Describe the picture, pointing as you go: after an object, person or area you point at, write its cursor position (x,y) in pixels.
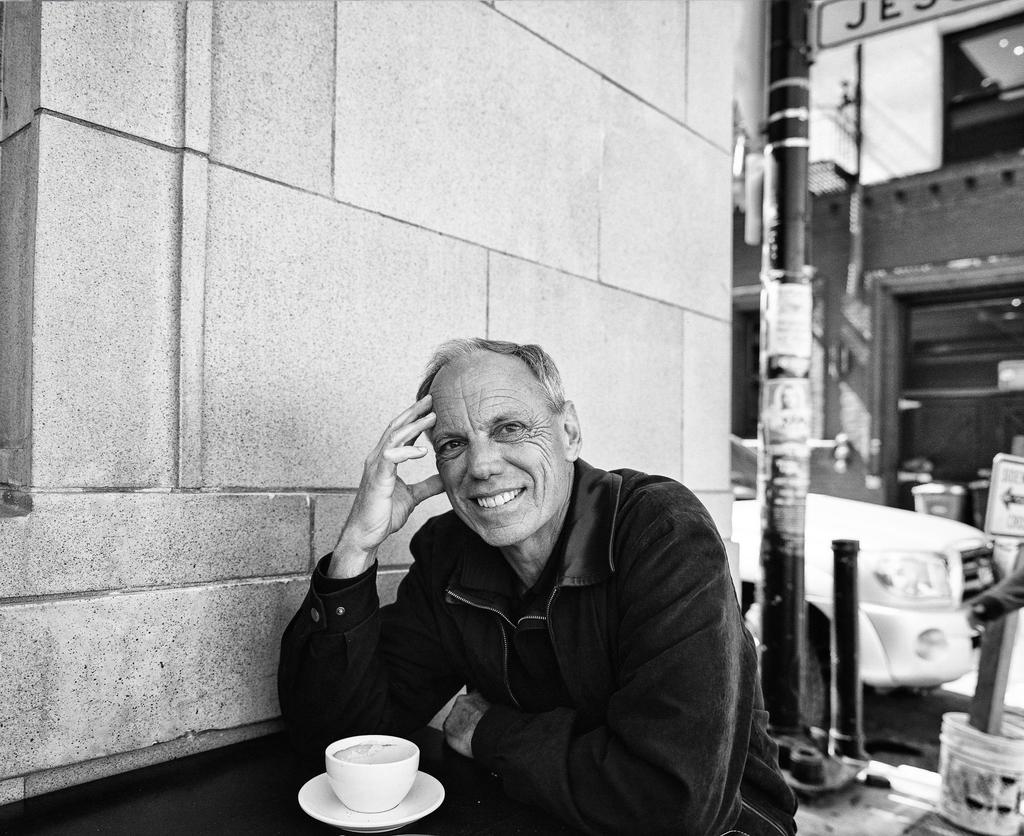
This is a black and white image. In the center of the image (571,475) we can see a man (618,496) is sitting and smiling, in-front of him we can see a table (177,789). On the table (423,742) we can see plate (422,792) and cup (377,769) which contains some liquid (389,748). In the background of the image (758,180) we can see the wall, poles (857,227), boards (895,5), buildings (925,324), doors (946,421), car (916,537), bucket (1017,751). At the bottom of the image (951,690) we can see the road (919,751).
